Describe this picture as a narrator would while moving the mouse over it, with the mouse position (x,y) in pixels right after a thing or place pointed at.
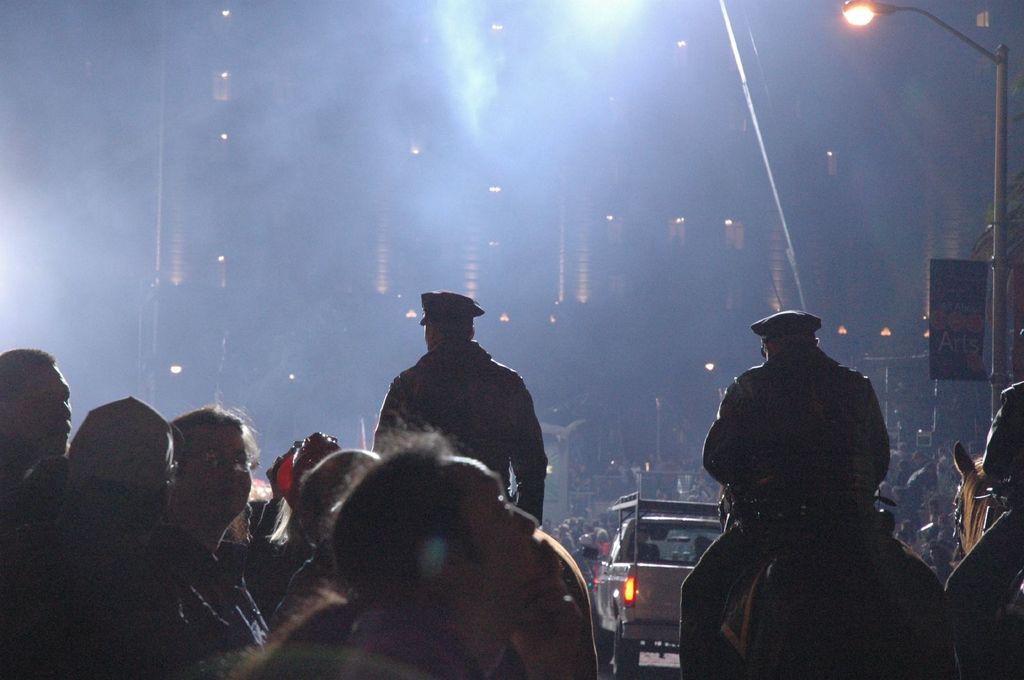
In this image there are some persons (536,491) standing in the bottom of this image (173,514). There is one vehicle (638,580) on the right side of this image (694,552) and there is a current pole (1005,204) on the right side of this image (1003,323) and there are some buildings (638,237) in the background (421,269).
